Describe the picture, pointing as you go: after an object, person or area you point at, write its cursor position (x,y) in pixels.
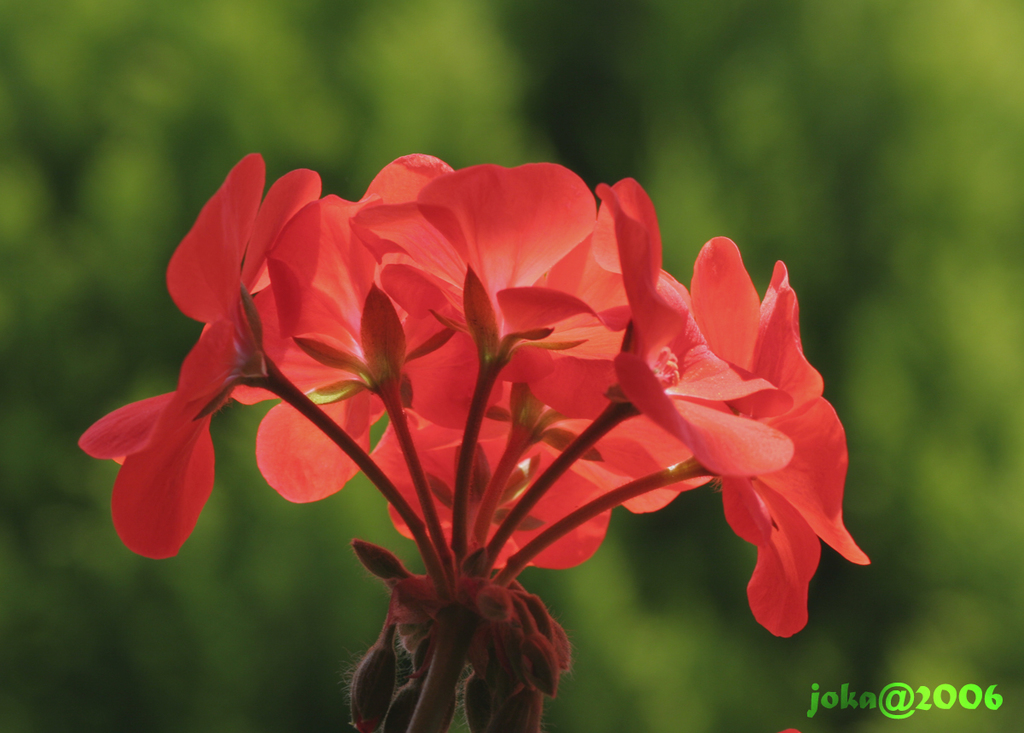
In the middle of the image (420,488), there is a plant (337,488) having orange color flowers (396,290). In the bottom right (858,697), there is a watermark (847,690). And the background (825,37) is blurred.
